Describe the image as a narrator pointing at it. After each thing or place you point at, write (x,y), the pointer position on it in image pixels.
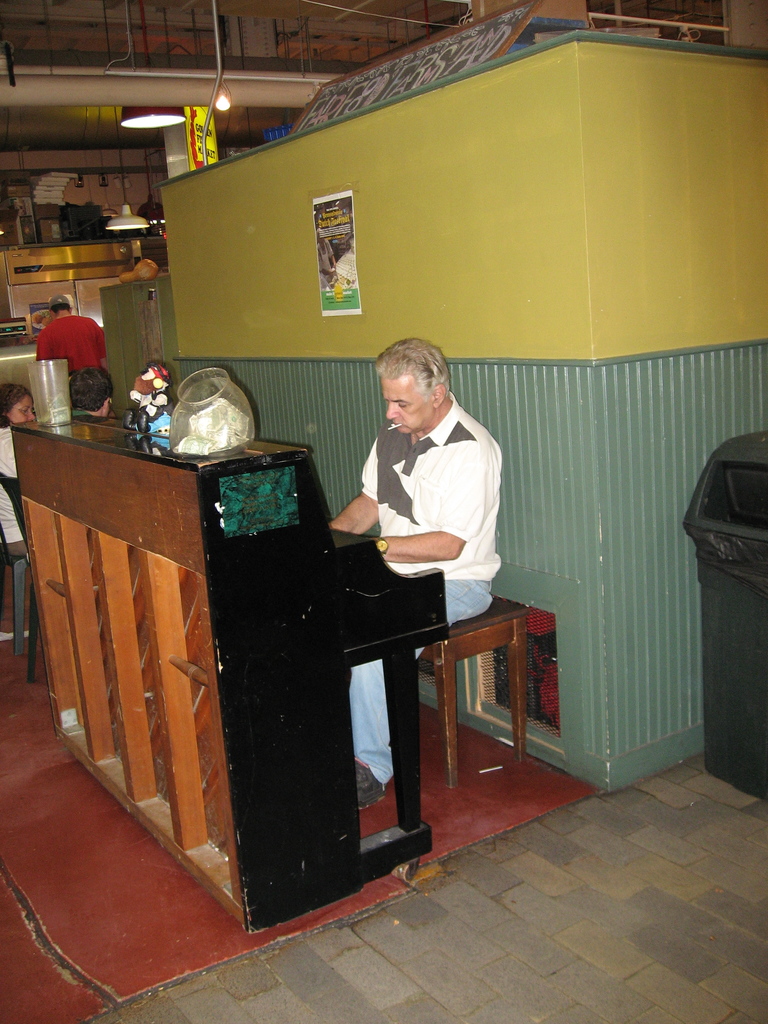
In this picture there is a man (429,501) who is wearing shirt (474,531), trouser (366,690), watch (383,548) and shoes (374,787). He is sitting on the chair (480,635) and playing a piano (314,549). On that I can see some jar (213,426) and toy (140,400). On the left (27,398) there is a girl (19,392) who is sitting on the plastic chair (27,569). In the back (100,336) there is a man (90,319) who is standing near to the kitchen platform (23,378). At the top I can see some light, pipe (133,74) and duct (140,87). On the right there is a dustbin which is placed near to the wall (648,402).
